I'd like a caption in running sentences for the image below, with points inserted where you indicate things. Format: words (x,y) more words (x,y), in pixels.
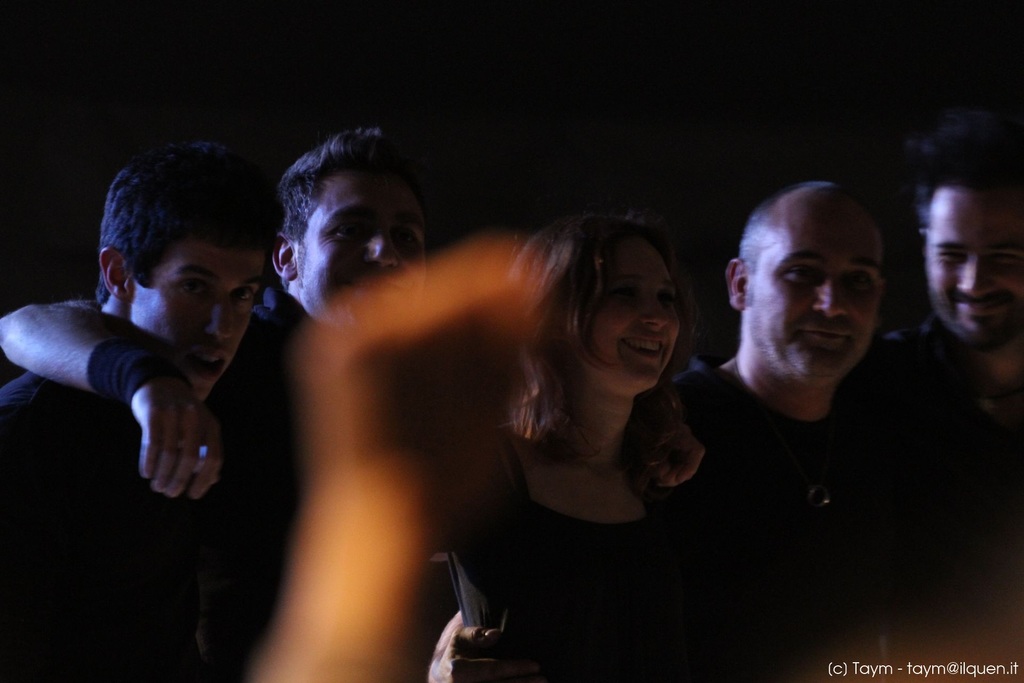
In this image we can see a group of people (788,471) standing. In the foreground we can see the hand (421,362) of a person (419,581).
